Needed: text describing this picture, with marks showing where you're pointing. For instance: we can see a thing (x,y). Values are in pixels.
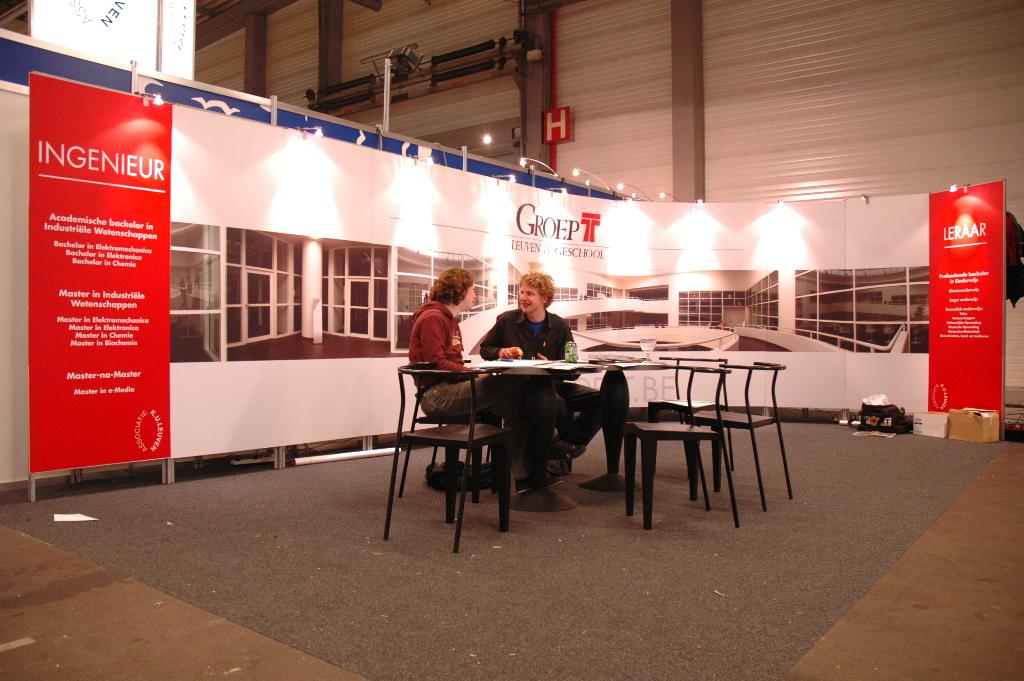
This picture is consists of a table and the chairs (417,403) around it, there is a girl (442,386) and a boy (542,333), sitting at the center of the image (544,300) and there are lights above the area of the image, and there are posters (353,183) which are placed around the area of the image.
